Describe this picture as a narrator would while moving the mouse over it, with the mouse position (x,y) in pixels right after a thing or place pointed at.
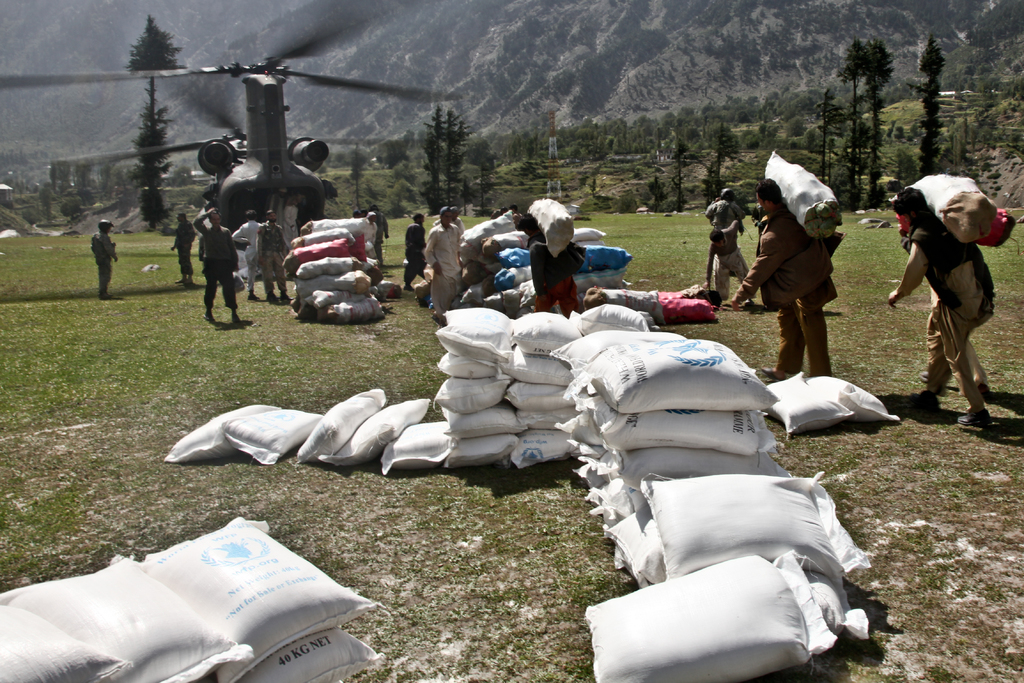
There are sacks (534,445) in the foreground area of the image (464,336), there are people (774,231) carrying sacks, an aircraft (394,86), trees (567,151) and mountains (392,100) in the background (482,31).
